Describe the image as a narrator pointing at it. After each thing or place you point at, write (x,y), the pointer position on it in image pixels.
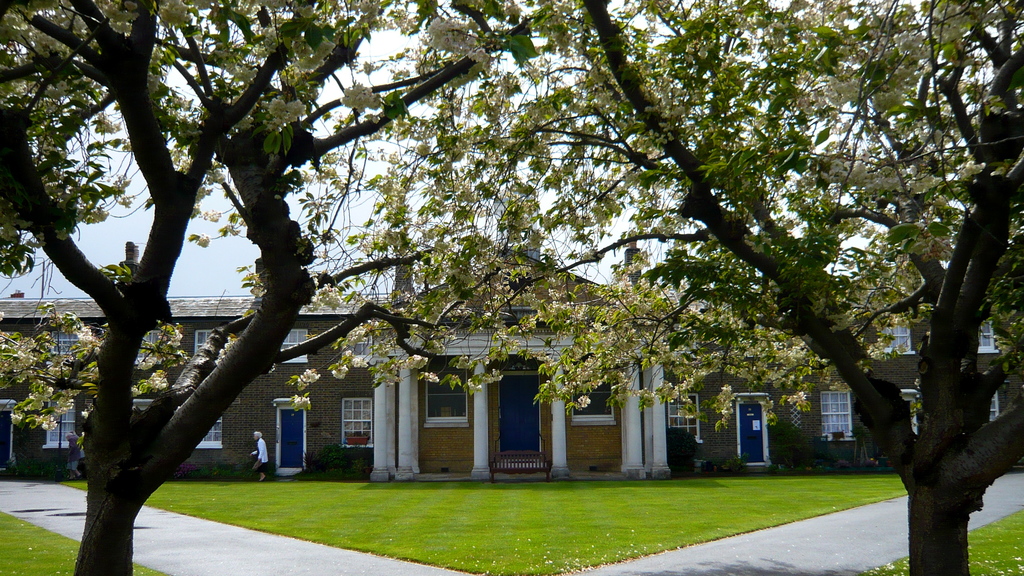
In the picture I can see a building (510,399), the grass (488,519), trees (199,362) and people (261,455) walking on the ground (264,482). In the background (364,231) I can see the sky (433,223).
